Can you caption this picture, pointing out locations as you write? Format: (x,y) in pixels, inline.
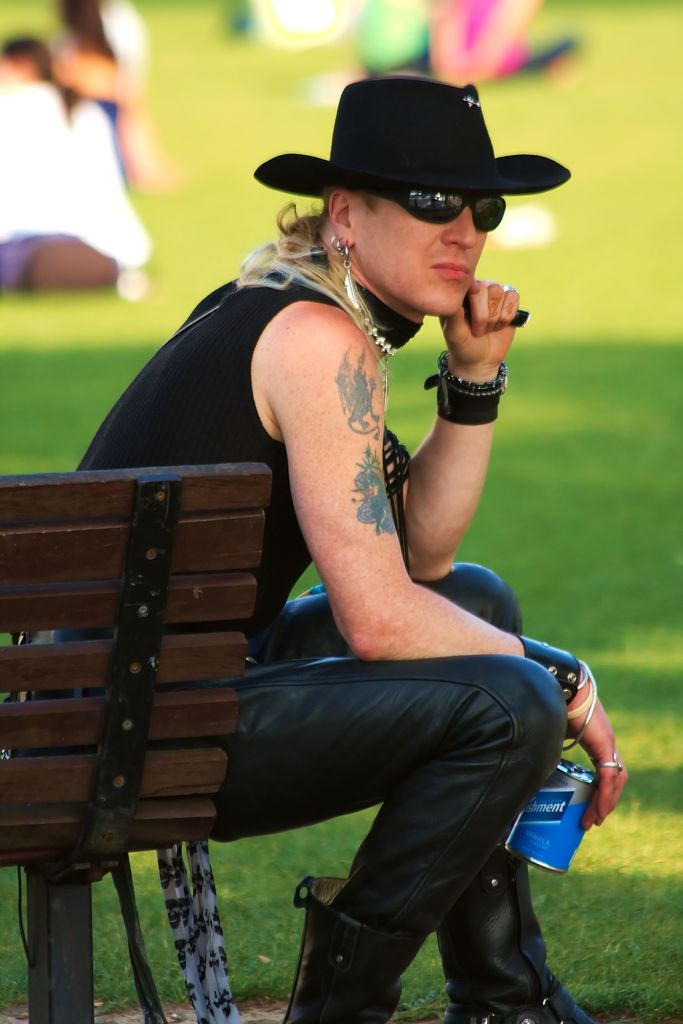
In this image we can see a man (417,656) sitting on the bench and holding a beverage tin (549,816) in the hands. In the background (380,37) there are people (62,268) sitting on the ground (219,153).
